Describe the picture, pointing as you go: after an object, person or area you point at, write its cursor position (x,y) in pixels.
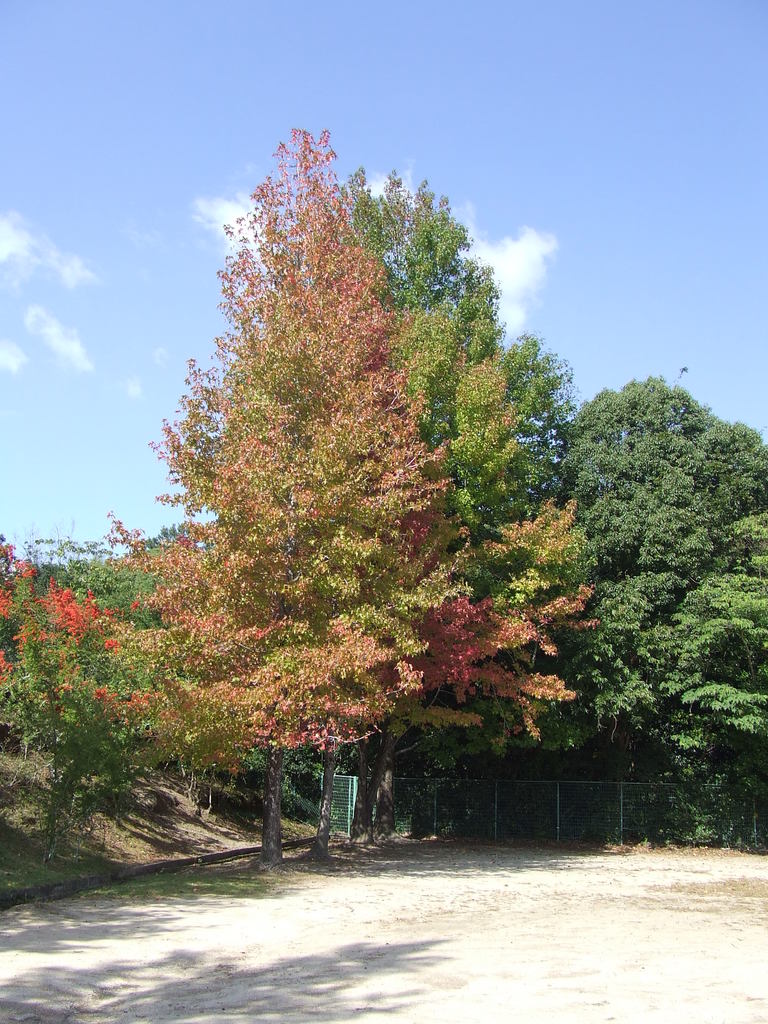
In this picture we can see the ground (488,902), fence (638,806), trees (305,542) and in the background (280,83) we can see the sky (194,216).
